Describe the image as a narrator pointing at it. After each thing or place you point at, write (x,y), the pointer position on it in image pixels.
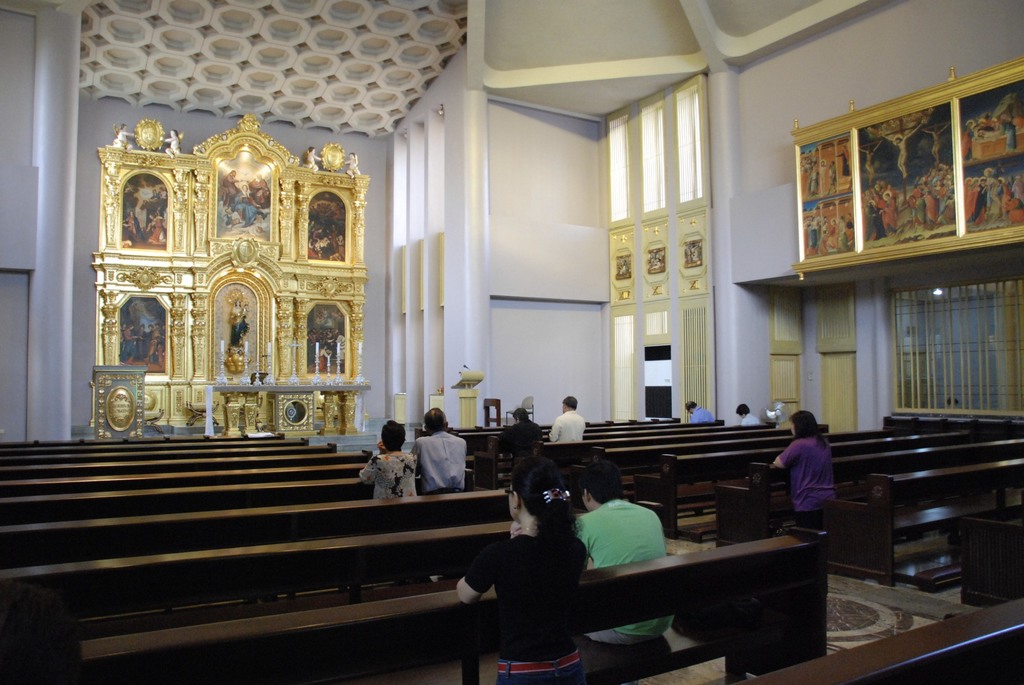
In this image there are benches (375,531), on the benches (367,494) there are people (578,428) sitting, in the background (58,219) there is a wall (976,41) for that wall (976,41) there are photo frames (842,208), windows (960,395), doors (655,380), at the top (244,68) there is a ceiling (215,83).
